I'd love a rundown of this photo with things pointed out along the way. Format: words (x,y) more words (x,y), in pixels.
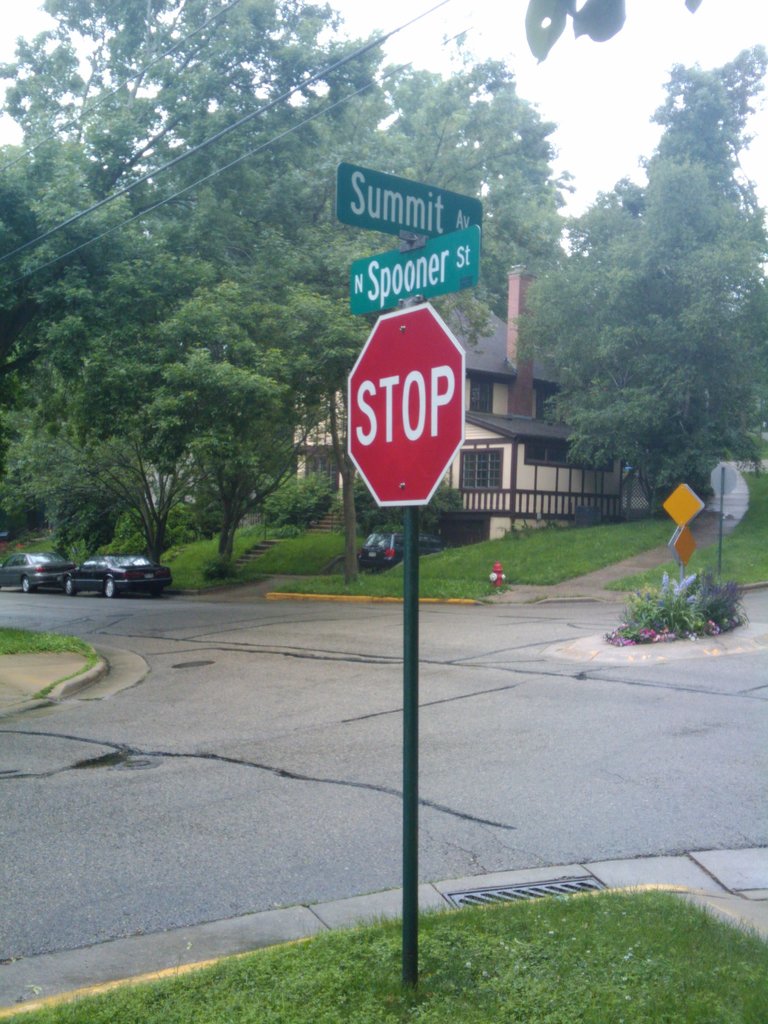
In this picture we can see houses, vehicles (122,568) are parked beside the road (364,655) and we can see sign boards (404,705) on the grass (509,955), around we can see trees (411,146), grass (526,981).
